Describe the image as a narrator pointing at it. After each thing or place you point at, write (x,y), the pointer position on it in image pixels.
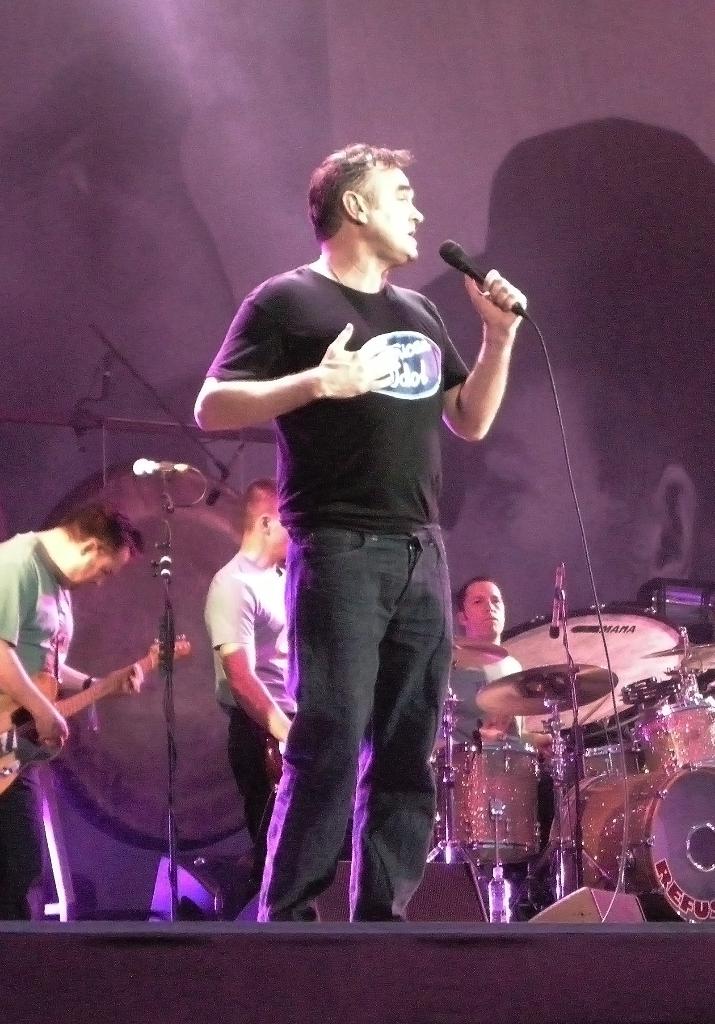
The person (360,355) wearing black shirt (398,396) is standing and singing in front of a mic (481,277) and there are few people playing musical instruments (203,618) behind him.
